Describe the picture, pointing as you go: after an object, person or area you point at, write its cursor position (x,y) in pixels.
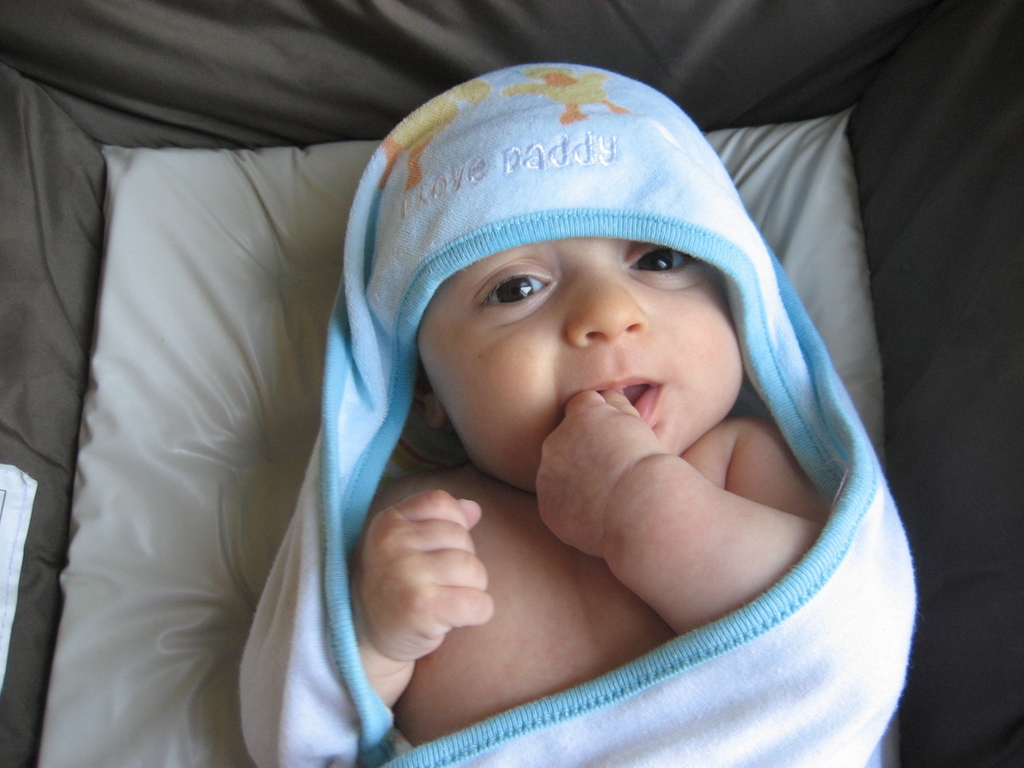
In this image we can see one baby (551,363) with a hooded towel (607,178) lying on the pillow (194,437), one object (34,498) on the left side of the image (12,551), some text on the baby hooded towel (902,551) and the black object (1006,260) looks like a baby bed (993,492) in the background (952,473).
